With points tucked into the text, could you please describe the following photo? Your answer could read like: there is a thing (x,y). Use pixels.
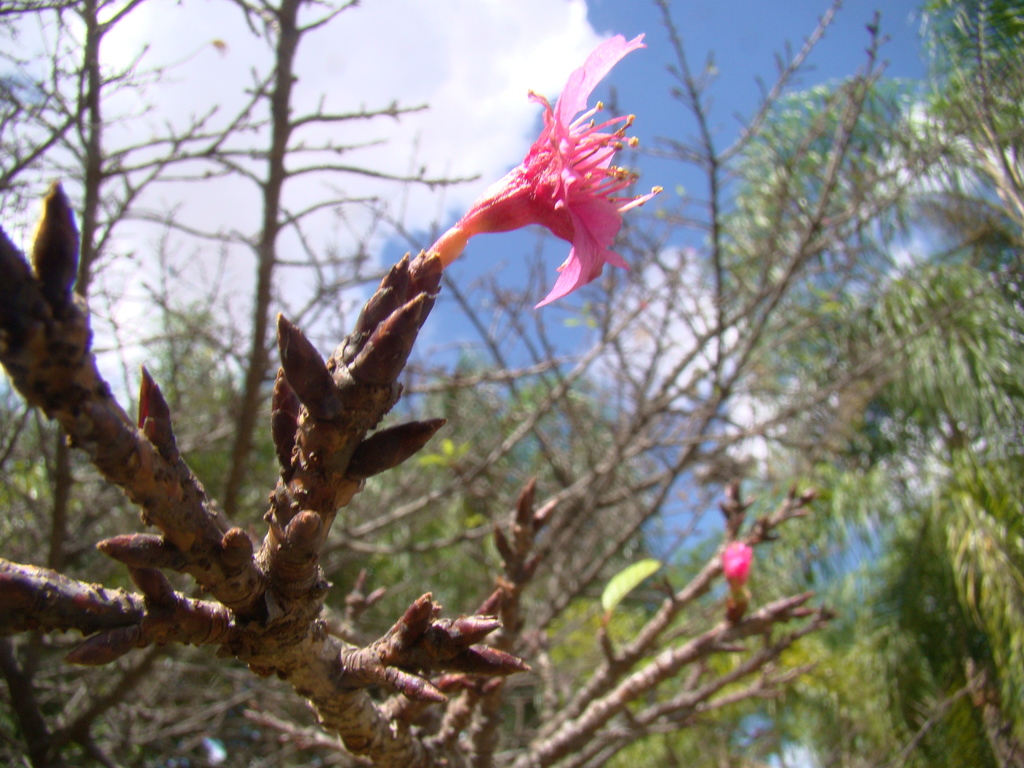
In this image I can see a flower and a bud (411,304). There are branches (520,558), stems (94,458) and leaves (11,474) of trees (197,486). In the background (447,324) there is sky (459,320).
